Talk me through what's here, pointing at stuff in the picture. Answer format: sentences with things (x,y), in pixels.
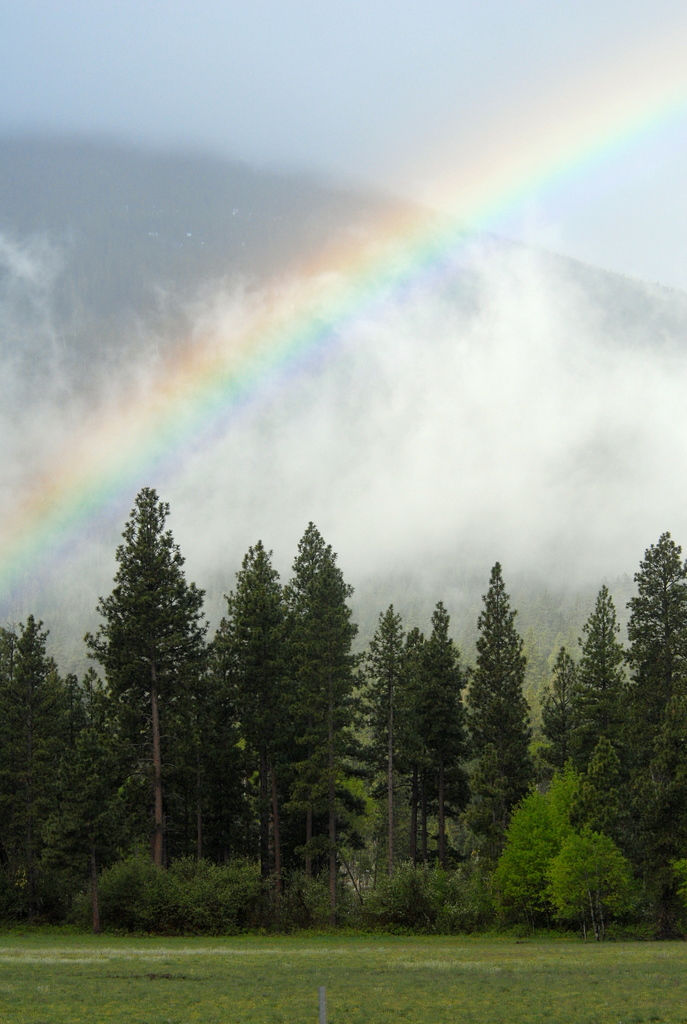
In the picture we can see a grass surface (304,1020) far away from it we can see plants (133,926) and trees (558,878) and behind it we can see a rainbow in the sky (530,41).
